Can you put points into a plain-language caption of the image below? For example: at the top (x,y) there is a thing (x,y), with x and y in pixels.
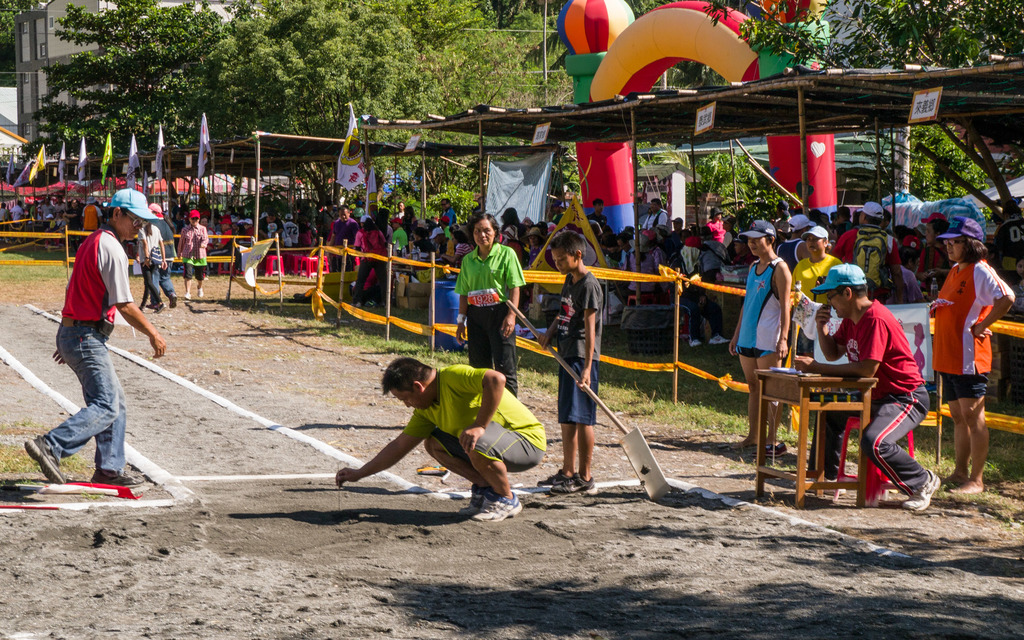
In this image we can see few people (652,244) in the ground (710,425) under a shed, a person (899,386) sitting on a stool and there is a table (848,405) in front of the person (884,418), a boys (583,293) is holding an object (642,464), there are flags (199,169) and in the background (306,76) there are trees (94,40) and a building (37,42).
